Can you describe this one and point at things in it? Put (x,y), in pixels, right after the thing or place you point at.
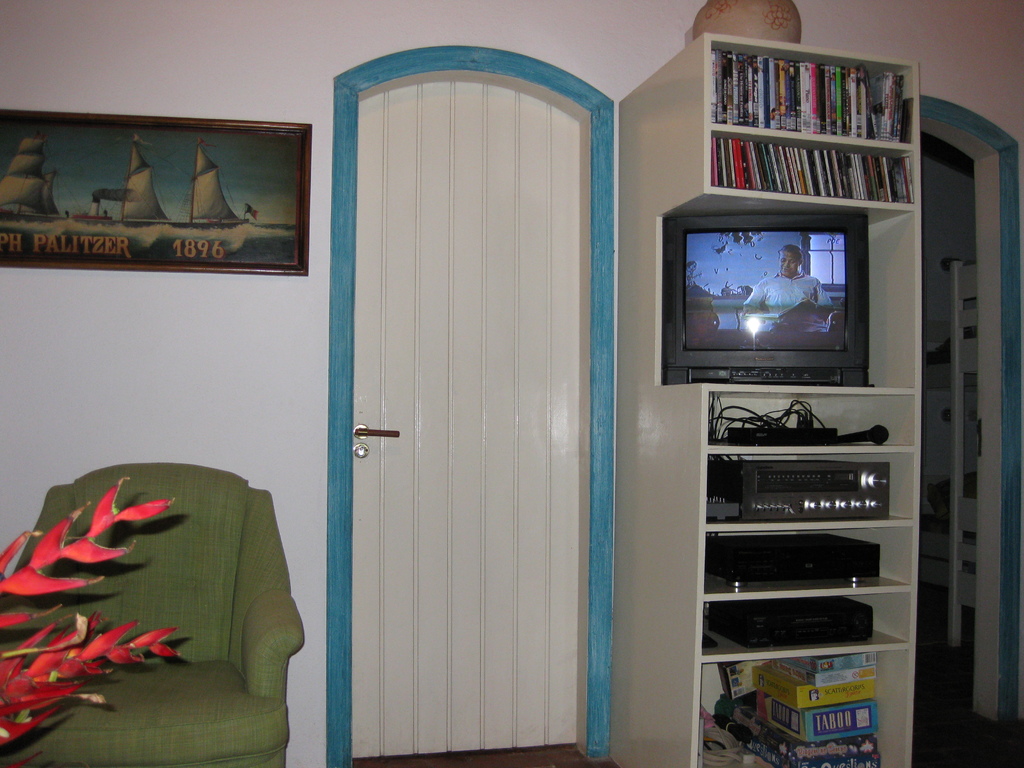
This is the picture of a room (400,467). On the left side of the image (76,626) there is a plant (56,588) and there is a chair (212,611) and there is a door (543,503) and there is frame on the wall (249,284). On the right side of the image (845,119) there are books (721,115) and there is a television (822,282) and there are boxes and there are devices (756,616) and there is a microphone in the shelf (734,127) and there is an object (750,16) on the shelf (669,457). At the bottom (934,743) there is a floor (957,750).
